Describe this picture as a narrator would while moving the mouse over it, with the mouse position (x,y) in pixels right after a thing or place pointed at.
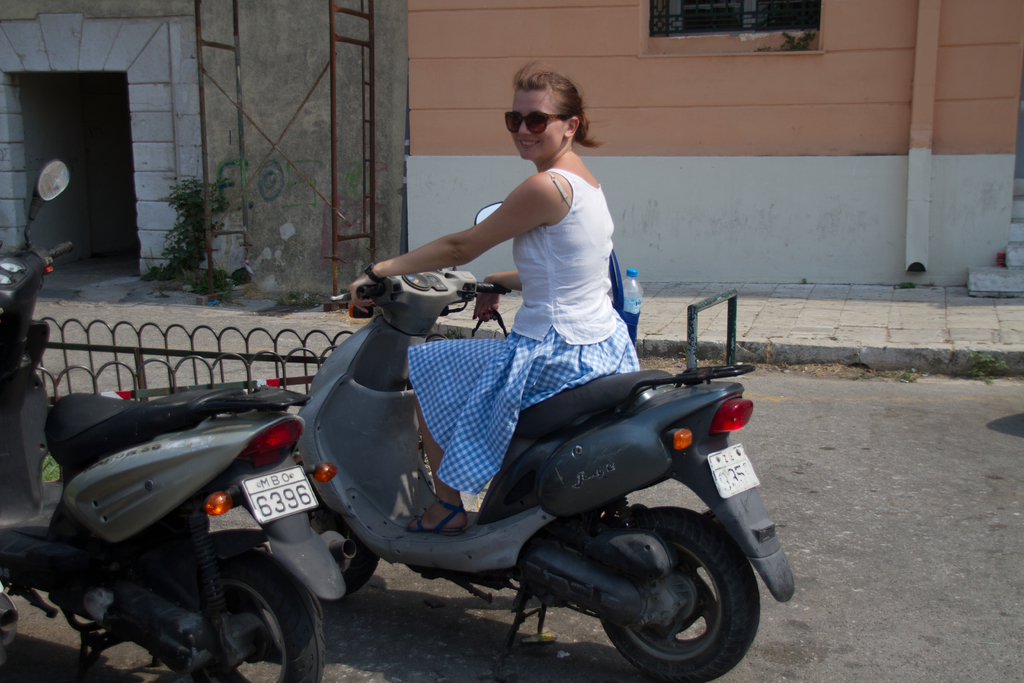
In this image I can see a woman (525,273) is sitting on the bike (580,437), smiling and giving pose for the picture. Beside her there is another bike (169,458) on the road (404,641). On the right side (890,370), I can see footpath (776,316) and two buildings (408,53) and also there is a window (704,24).
